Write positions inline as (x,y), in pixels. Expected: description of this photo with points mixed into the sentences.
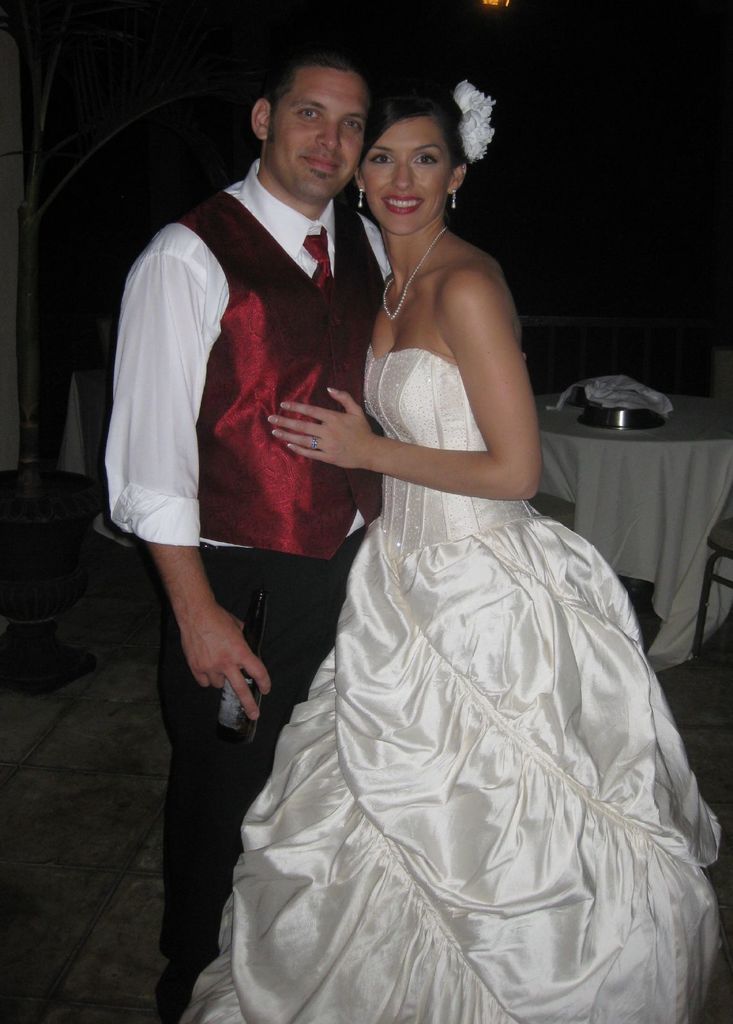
In this picture I can see there is a man (321,361) and a woman (433,391) standing, the woman (384,496) is wearing a white dress (428,783), they are laughing. In the backdrop (620,463) there is a table (635,450) and the backdrop (697,497) is dark.
